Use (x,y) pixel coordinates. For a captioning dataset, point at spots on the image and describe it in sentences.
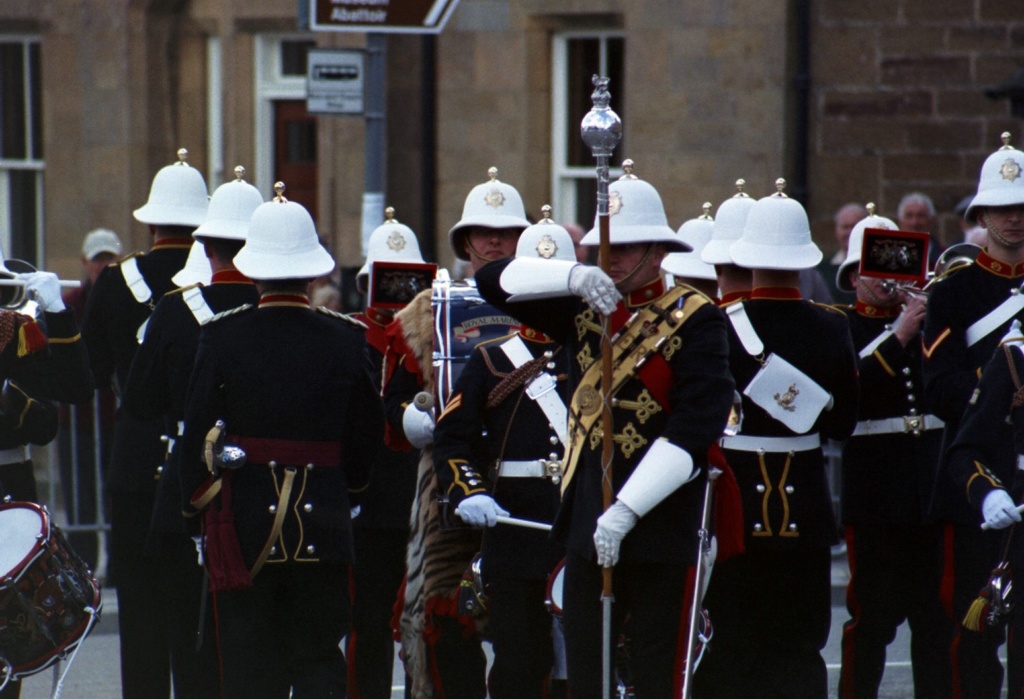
In the image there are many people (534,275) standing with white caps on their heads (295,251). And also there are holding few objects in their hands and also there are playing musical instruments (475,326). There is a man (599,383) holding a pole (610,642) in the hand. Behind them there is a building (767,52) with walls (696,50), windows (571,52) and doors (287,146).
